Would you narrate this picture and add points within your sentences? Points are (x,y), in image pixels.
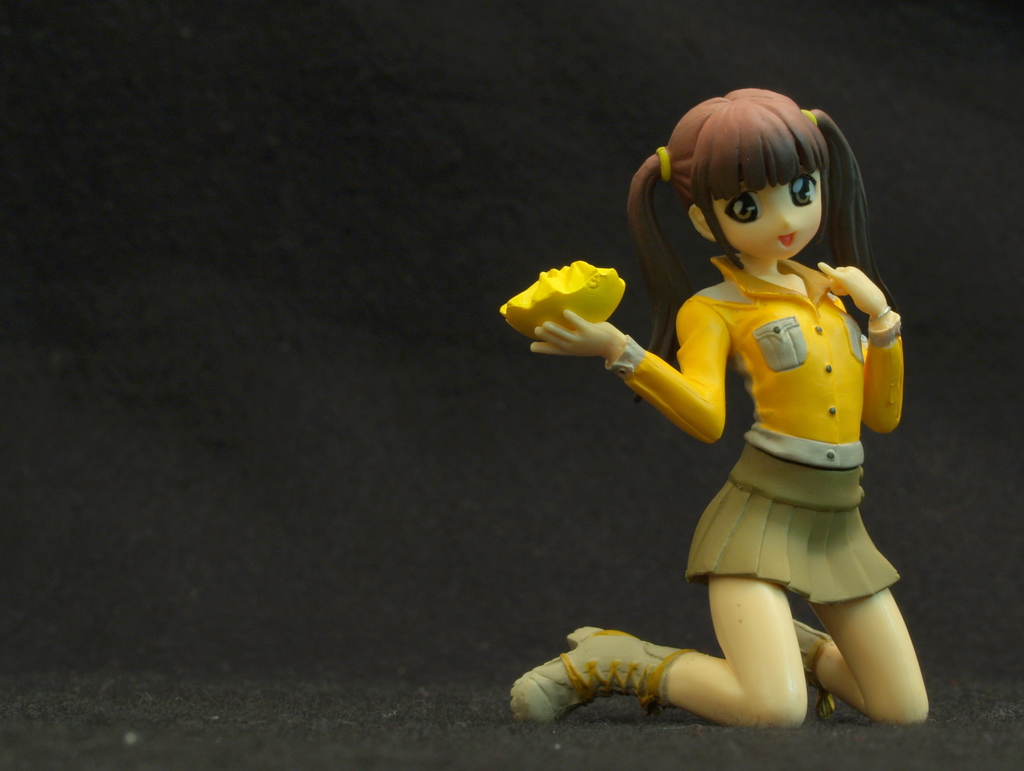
On the right side of this image (757,645) there is a toy (746,469) of a girl (753,183). There is a yellow color object (555,299) in the hand (602,341). The background (347,533) is dark.
